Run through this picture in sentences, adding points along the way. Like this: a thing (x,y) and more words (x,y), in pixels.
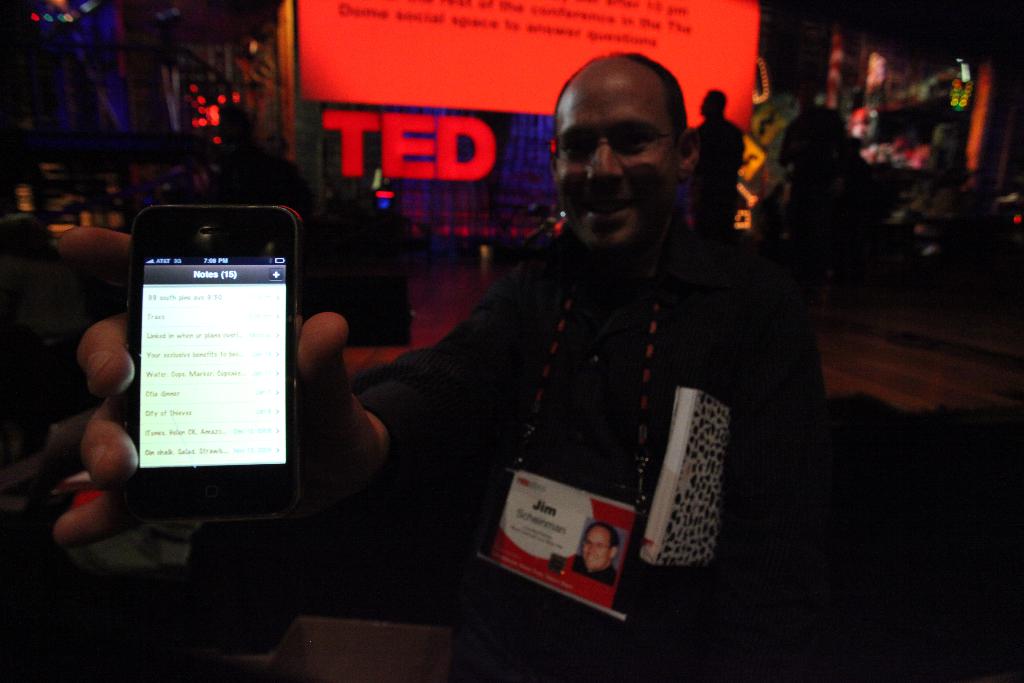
In the center of the image (509,315) there is a person (637,90) holding a phone (237,248). In the background of the image (845,248) there are people (6,272). There is a banner (310,39).
